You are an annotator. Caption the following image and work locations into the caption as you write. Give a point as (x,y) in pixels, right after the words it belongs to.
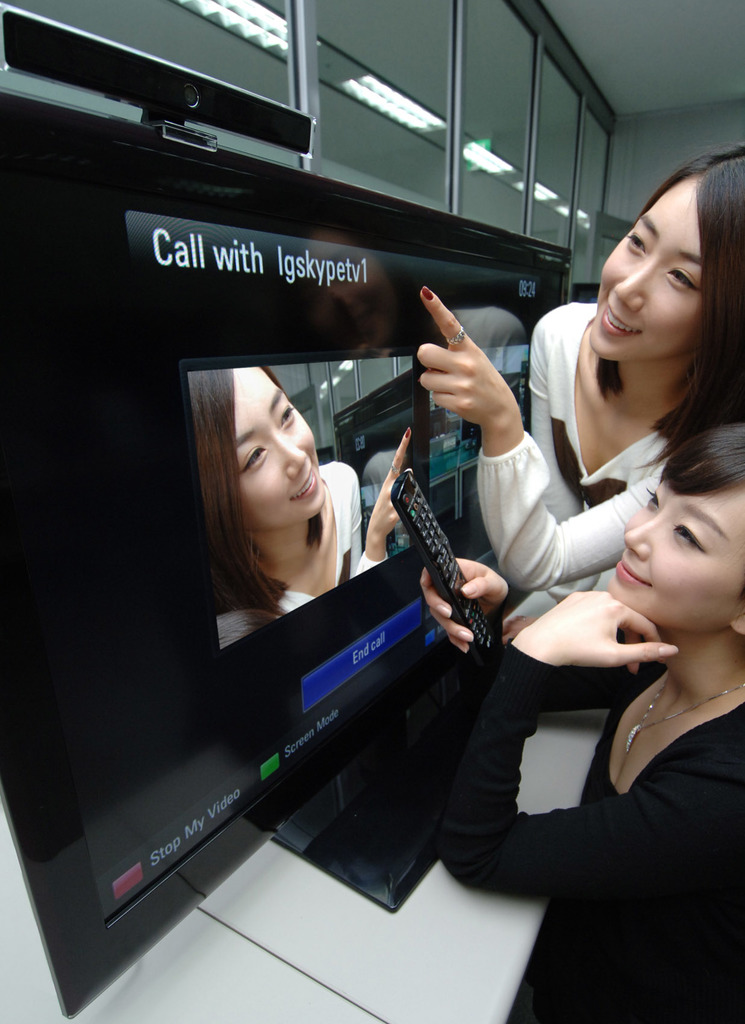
In this image, we can see people (603,520) and one of them is holding a remote (443,542). In the background (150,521), we can see a monitor (287,497) and on the screen (264,509) we can see a person (274,412) and there is some text (266,263). At the top (401,76), there are glass doors (527,98) and we can see a roof (590,69). At the bottom (305,948), there is table (302,948).
